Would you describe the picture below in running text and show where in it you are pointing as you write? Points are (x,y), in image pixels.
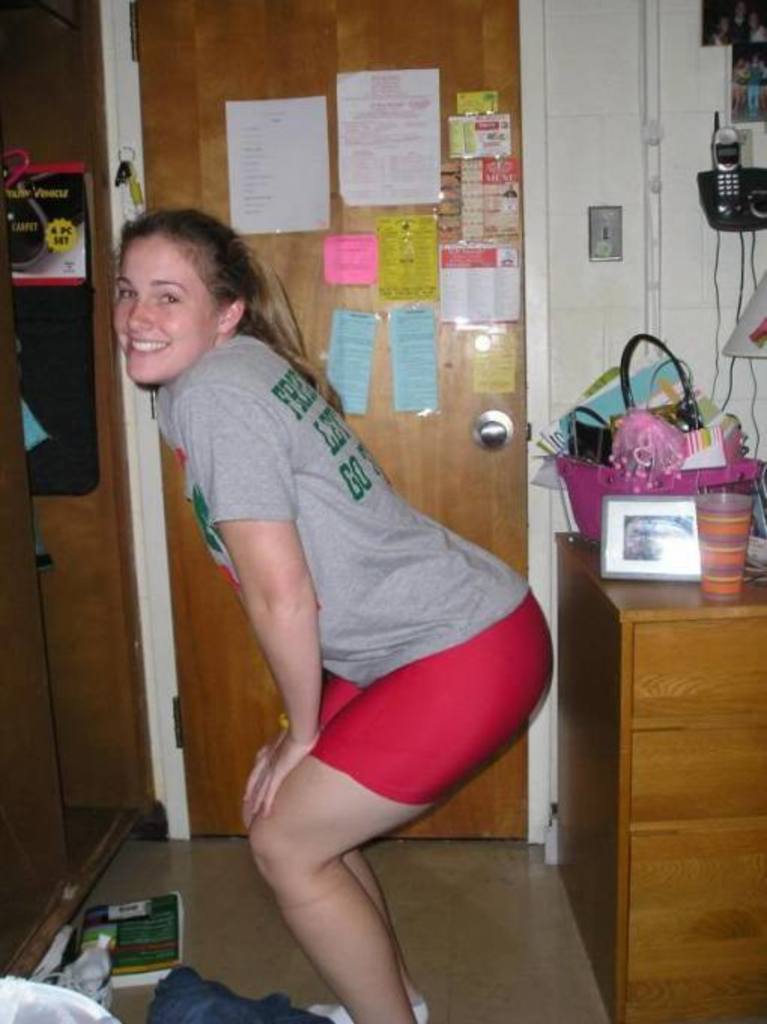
This picture is clicked inside the room (336,95). The woman (295,334) in the middle of the picture (295,487) is standing and she is posing for the photo. She is smiling. Behind her, we see a wooden table (641,663) on which glass (705,541), photo frame (655,509) and a pink basket (635,494) containing some objects (658,409) are placed. Beside that, we see a white wall (583,147) on which photo frame (718,38) and telephone (734,181) are placed. Beside that, we see a door (177,184) on which many posters (348,184) are posted. On the left side (62,499), we see wooden door (87,621). At the bottom (257,1016), we see a blue color cloth (192,992) and a book (145,928).
